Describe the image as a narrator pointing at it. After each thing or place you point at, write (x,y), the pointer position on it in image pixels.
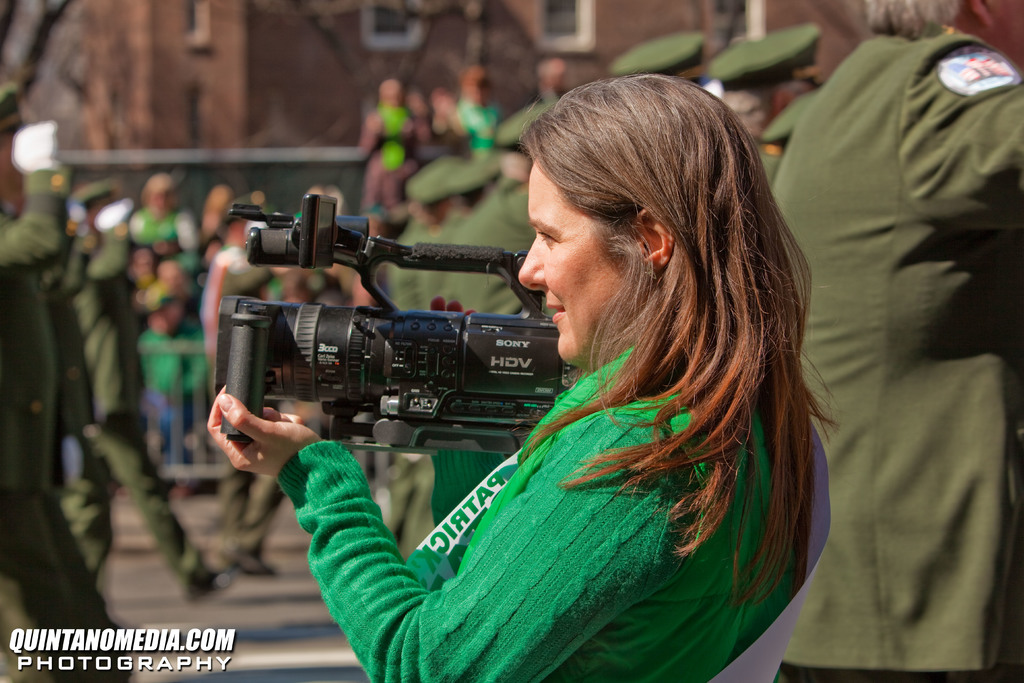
In this image I see a woman (745,126) who is holding a camera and there are lot of people (39,180), a building (131,136) in the background (127,301).
